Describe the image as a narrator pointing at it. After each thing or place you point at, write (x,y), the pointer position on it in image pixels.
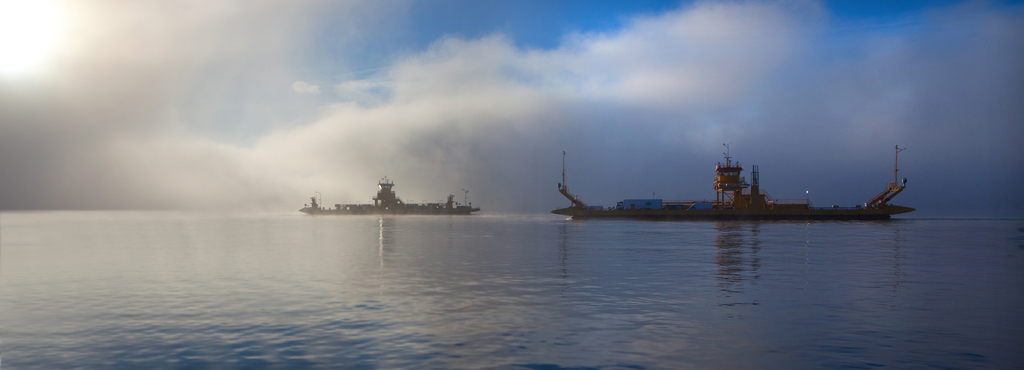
In this image I can see two ships (372,203) on the water (667,275). In the background (575,112) the sky (513,65) is in blue and white color.
